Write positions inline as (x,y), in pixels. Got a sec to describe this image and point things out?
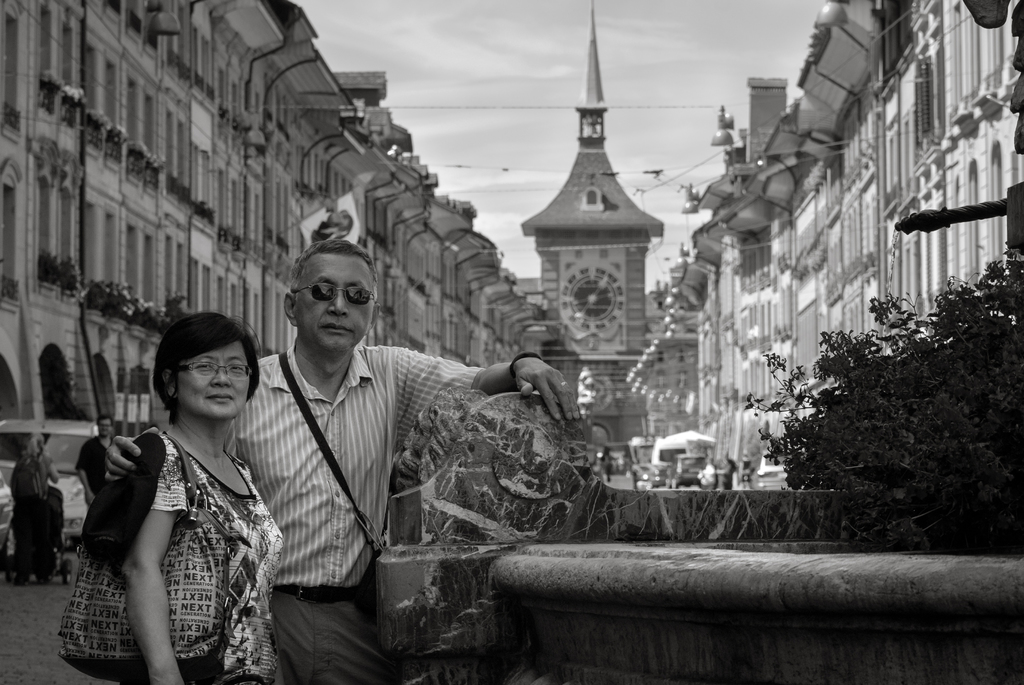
It looks like a black and white picture. We can see there are two people (193,470) standing on the path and on the right side of the people (209,503) there are plants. Behind the people (318,315) there are some vehicles (63,444) on the road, buildings (382,119) and cables (439,106). Behind the buildings (81,210) there is a sky (494,56).
